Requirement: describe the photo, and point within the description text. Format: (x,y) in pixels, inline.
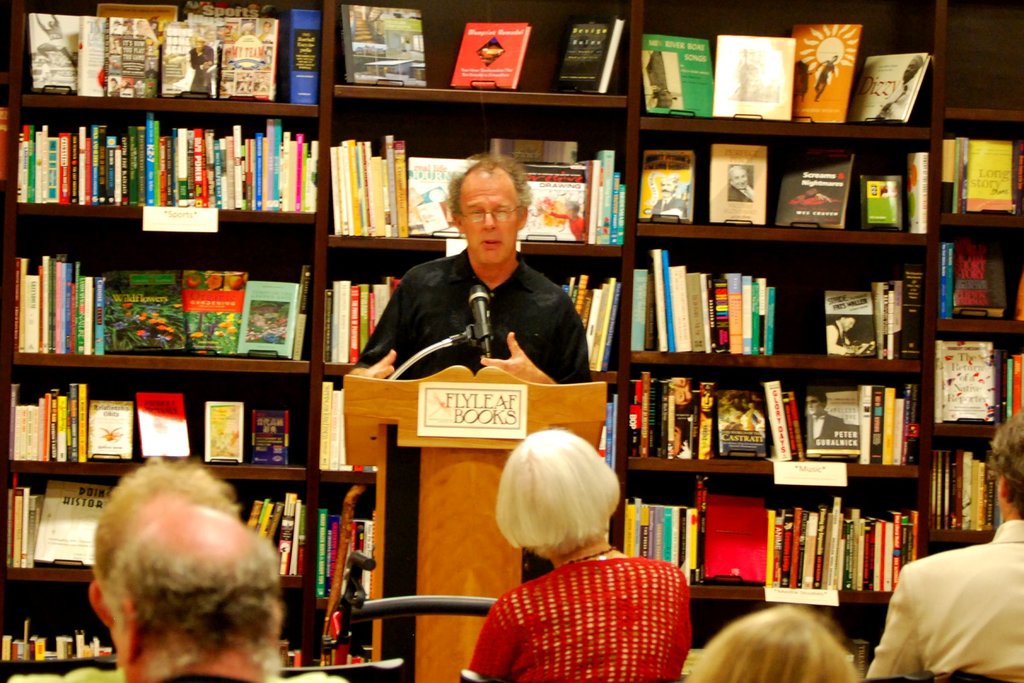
In this picture we can see a man (512,294) standing in front of a podium (491,375), there is a microphone (479,328) here, in the background (648,258) there is a rack (663,239), we can see some books (692,154) on the rack (758,250), we can see some people (575,634) sitting in the front (149,571).
